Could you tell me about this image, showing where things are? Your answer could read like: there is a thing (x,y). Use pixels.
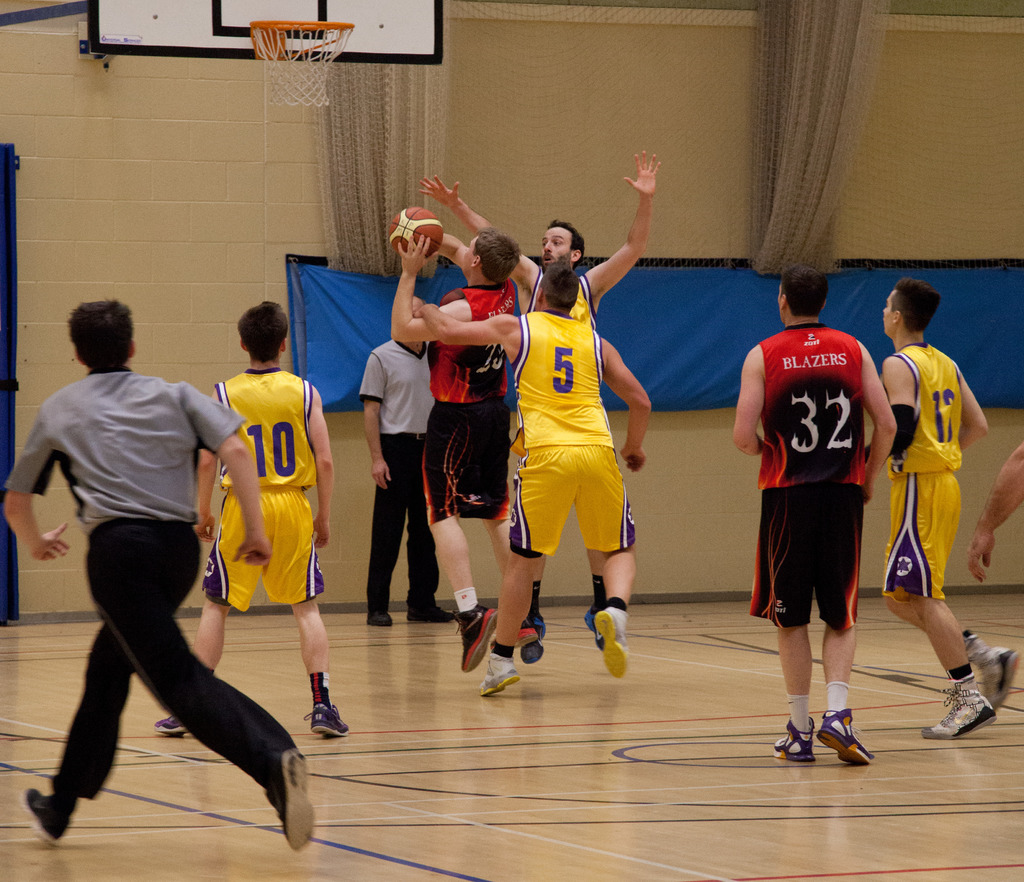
In this image in front (573,405) people (81,396) are playing basketball. At the bottom (605,789) there is a floor (674,775). On the backside (772,250) there are curtains (360,103). Behind the curtains (371,182) there is a wall (151,213).
